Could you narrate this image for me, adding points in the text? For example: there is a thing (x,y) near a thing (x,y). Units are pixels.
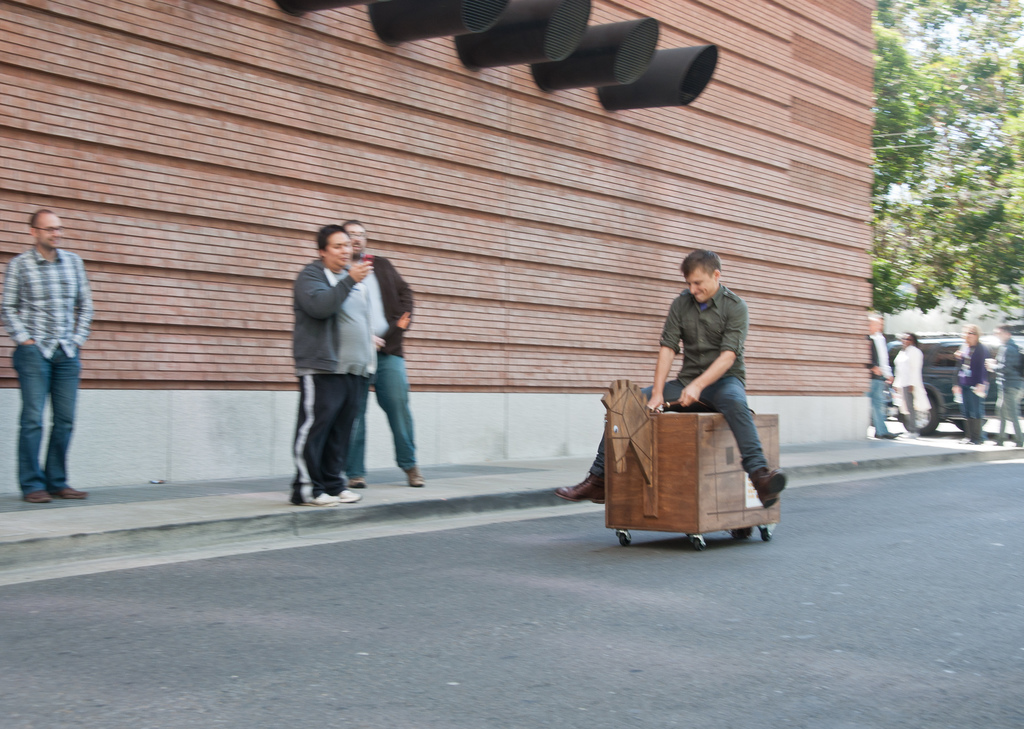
In this image there is a road (721,641), on that road (714,557) a man (754,430) sitting on a wooden box (700,433) and driving on the road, beside the road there is footpath (385,505) on that footpath (291,486) there are three persons (343,424), in the background (830,77) there is a wall (801,55) and trees (946,217).
